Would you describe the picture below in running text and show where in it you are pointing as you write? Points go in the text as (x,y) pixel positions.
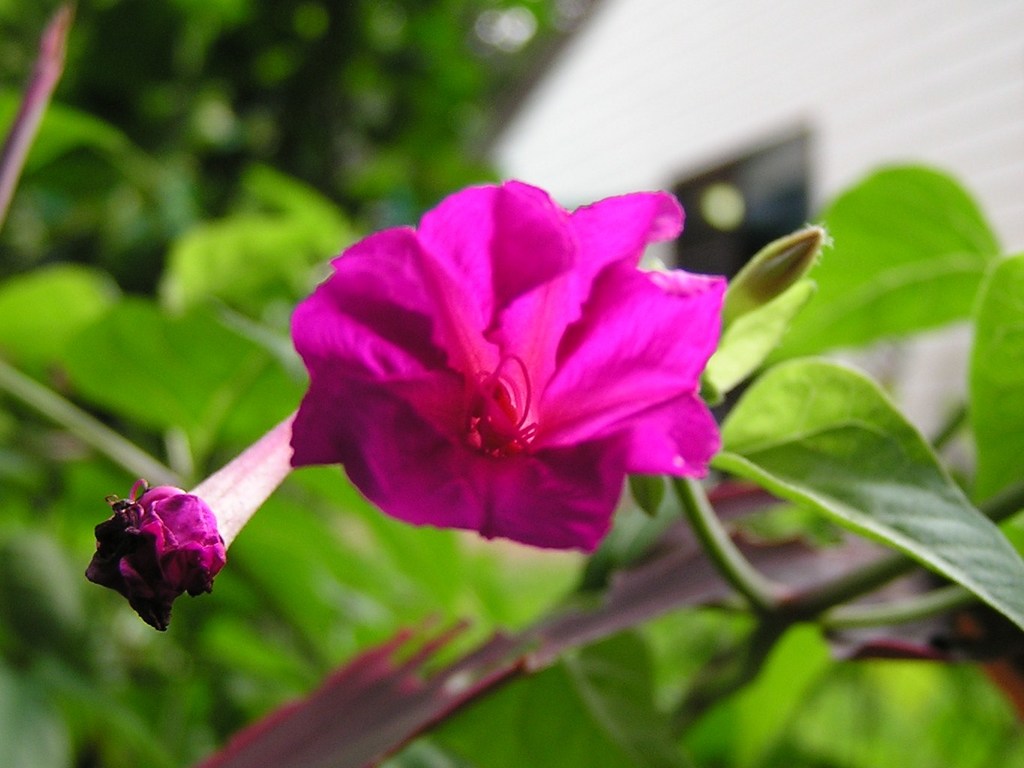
In the picture we can see a pink color flower (564,290) of a plant (511,463) and the background of the image (895,26) is blurred.
